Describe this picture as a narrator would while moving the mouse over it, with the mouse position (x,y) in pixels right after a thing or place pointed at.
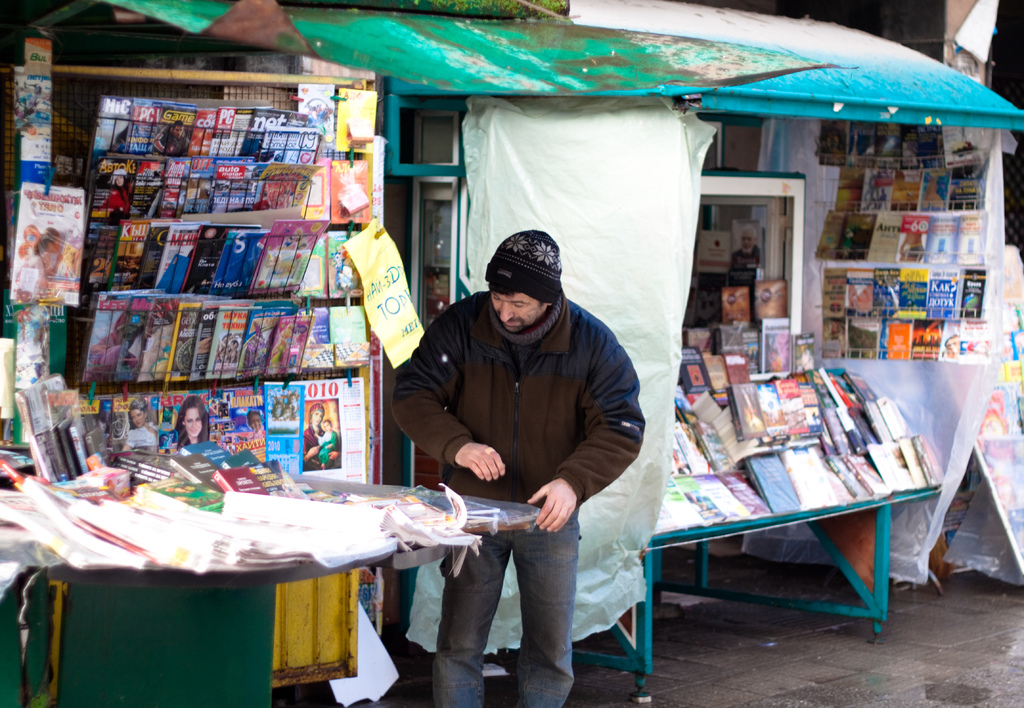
this picture shows a man (487,463) standing and we see few books (267,464), magazines (31,502) on the table (261,521).
